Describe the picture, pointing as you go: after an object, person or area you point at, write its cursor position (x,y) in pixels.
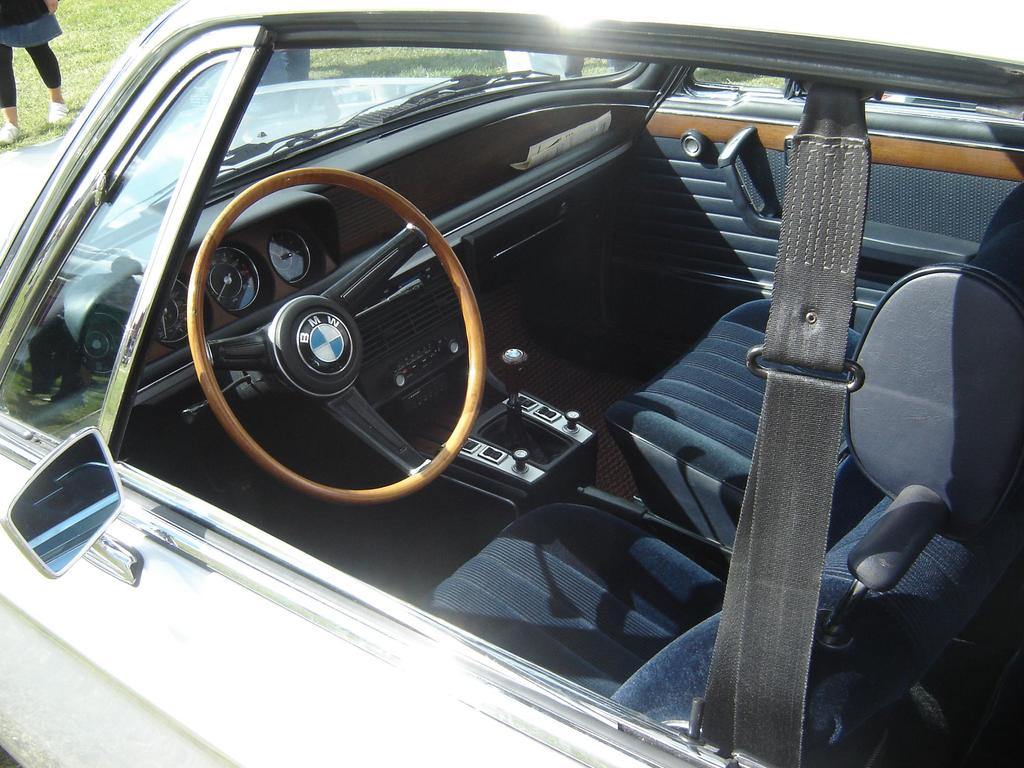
In this image there is a car (87,161) and a person (1,95) standing on the grass (20,73).
